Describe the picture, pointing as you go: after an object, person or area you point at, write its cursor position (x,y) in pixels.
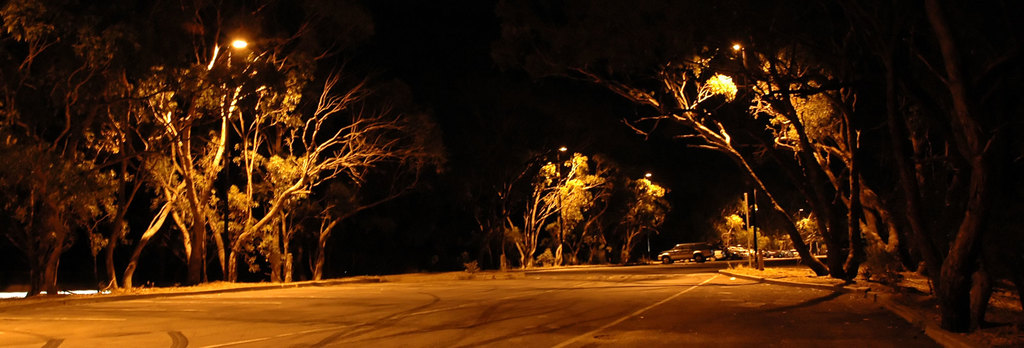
In this picture I see the road (140,335) in front (112,329) and I see number of trees (288,120) on both the sides and I can also see the street lights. In the background (686,258) I see few cars (725,255).
